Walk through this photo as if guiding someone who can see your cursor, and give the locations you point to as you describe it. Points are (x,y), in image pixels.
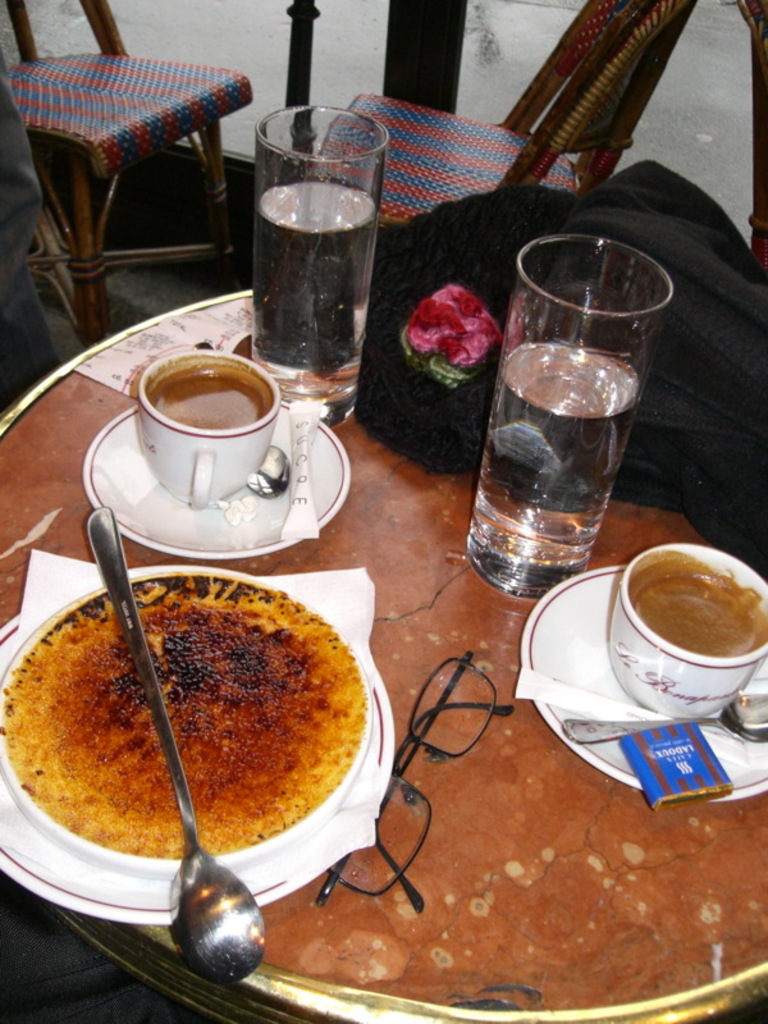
In this image, there is a table (493,836) on which tea cup (676,704), saucer (616,764), spoon (572,723), glass (546,582), plate (343,823), food items (347,701) are kept. In the left (121,75) top, the chair (121,60) is visible. In the background (741,93), a pavement (697,110) is visible which is grey in color. This image is taken at a cafe (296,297).
